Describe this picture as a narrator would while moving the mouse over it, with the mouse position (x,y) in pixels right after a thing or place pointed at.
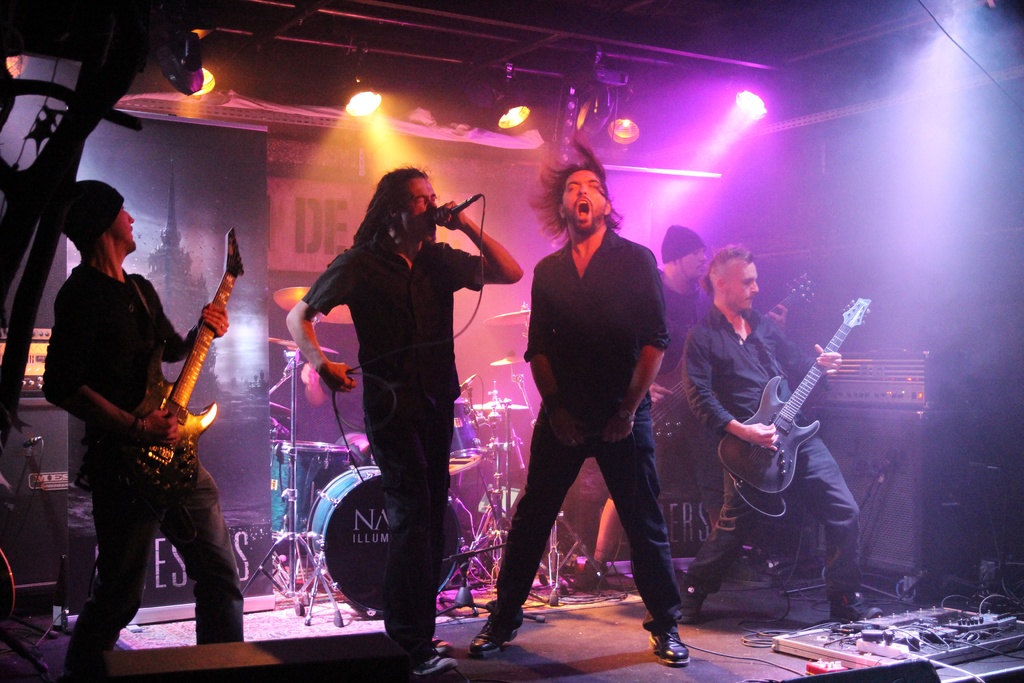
Here we can see a person (466,254) standing on the stage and singing, and holding a microphone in his hands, and at side a person (533,291) is standing, and here a person (683,317) is playing the guitar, and at back (477,479) here are the musical drums (495,397) and at above here are the lights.
